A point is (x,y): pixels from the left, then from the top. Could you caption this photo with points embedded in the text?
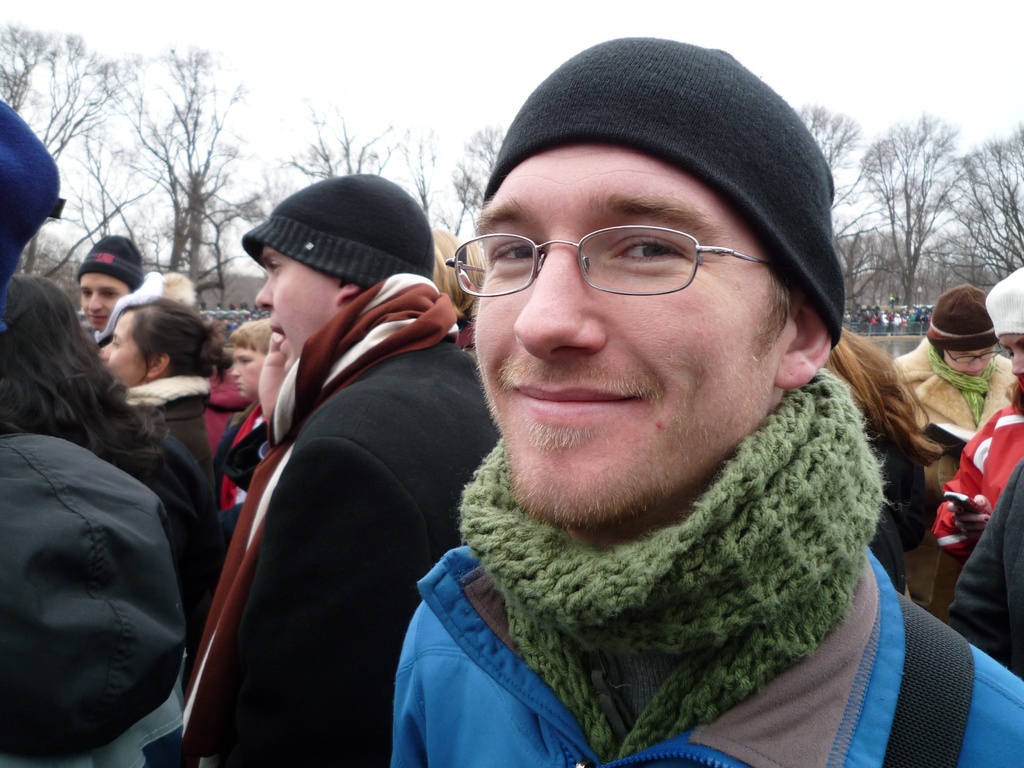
This image consists of many people (826,482). In the front (698,695), the man (551,559) laughing is wearing a blue jacket (846,766) and green scarf (735,514). At the top (351,45), there is sky (359,65). In the background (462,192), there are trees (961,162). He is also wearing a black cap (628,50).
